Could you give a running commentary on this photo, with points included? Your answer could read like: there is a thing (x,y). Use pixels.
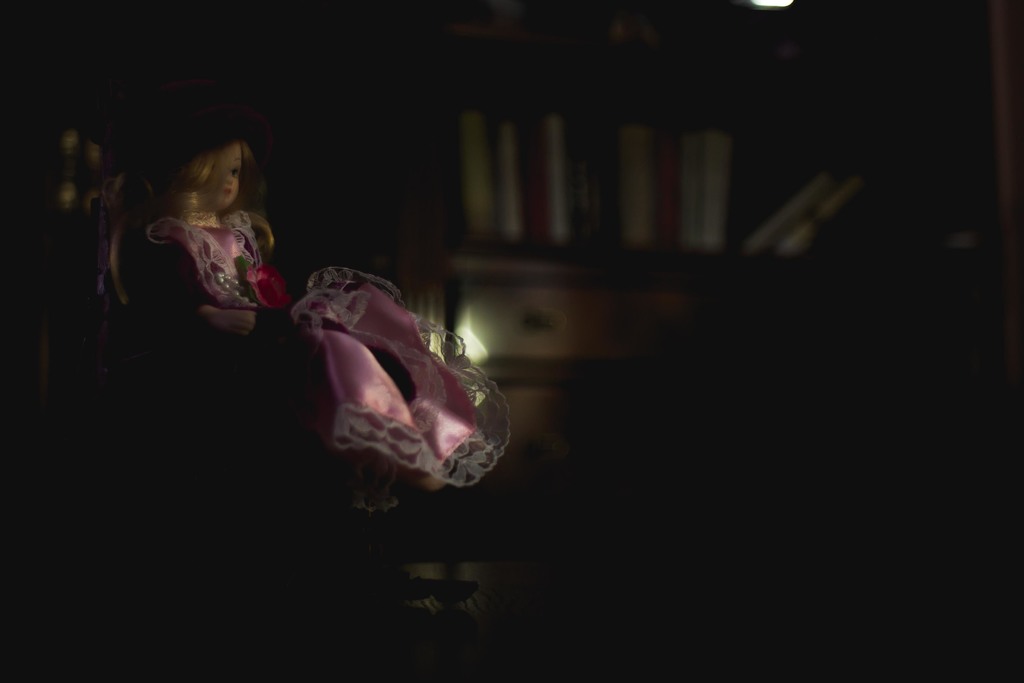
In this image there is a doll (228,303) sitting on the chair (243,489), and there is dark background (299,209).
